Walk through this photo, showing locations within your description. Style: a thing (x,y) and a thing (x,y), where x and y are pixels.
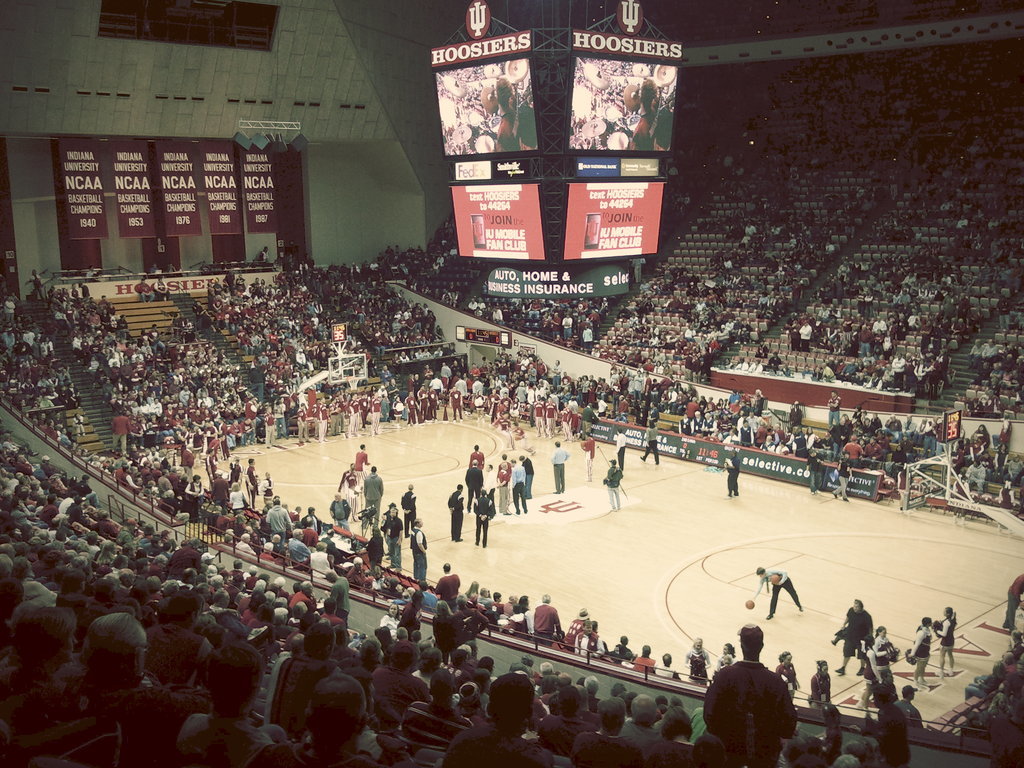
In this image, we can see people (478,492) standing in the stadium (624,554) and in the background (412,248), there are boards (636,210) and we can see a crowd (883,327).
